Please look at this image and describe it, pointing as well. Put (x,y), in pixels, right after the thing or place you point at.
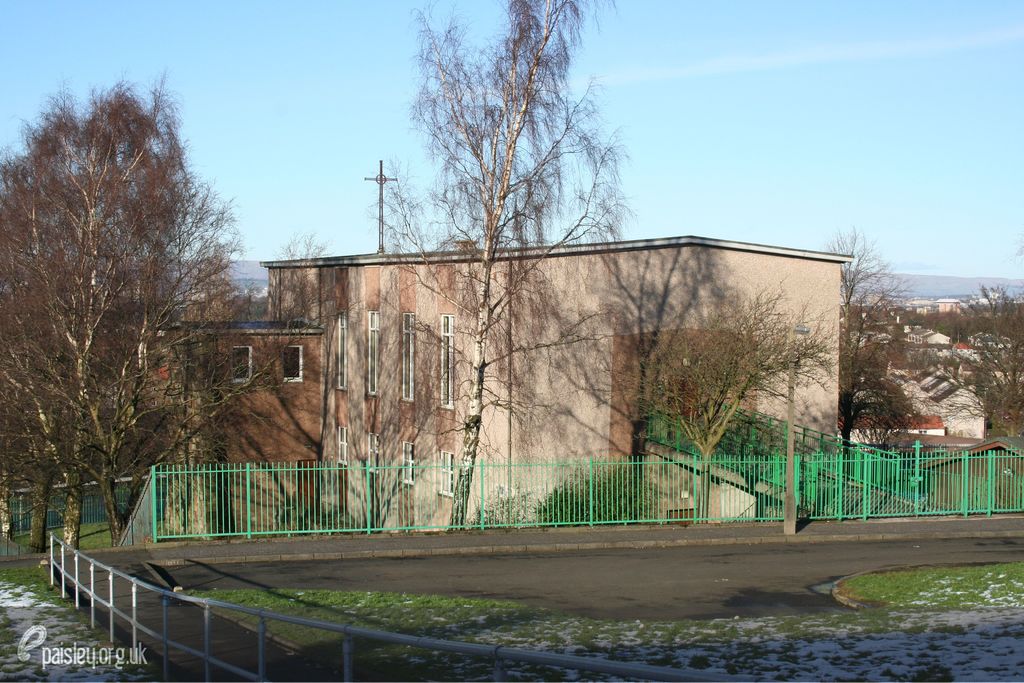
In this image I can see few buildings (464,310), windows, trees (1016,325), fencing (646,509), sky (1019,153) and the grass (699,618).
